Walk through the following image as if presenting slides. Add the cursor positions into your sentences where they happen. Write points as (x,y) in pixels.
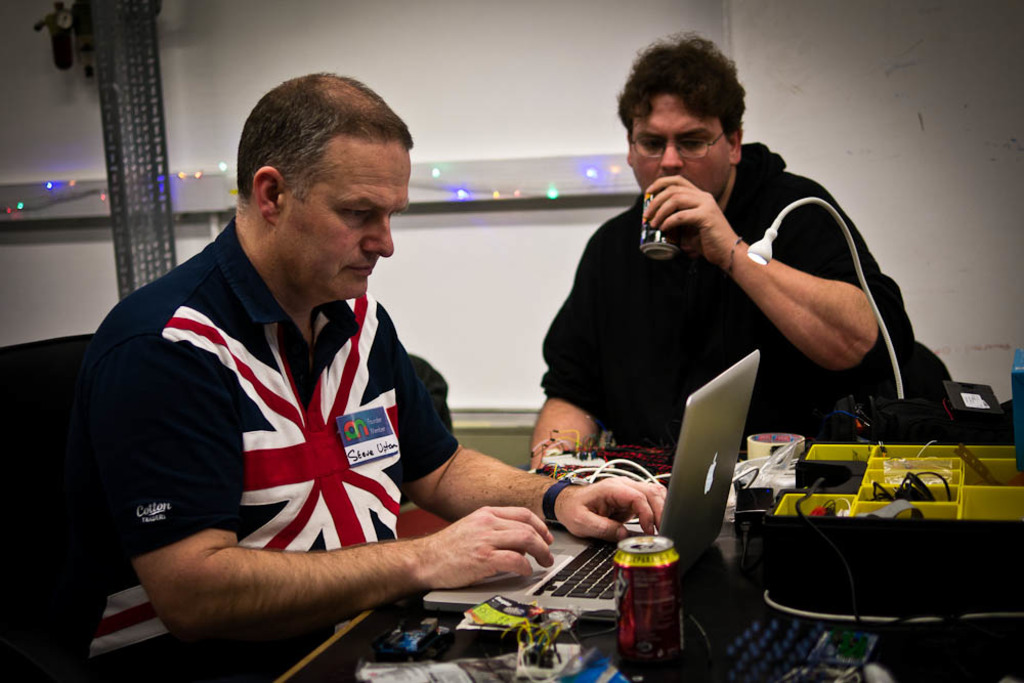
In this image there are two persons (330,481) are sitting as we can see in middle of this image (385,252), there is a table (716,615) at bottom right corner of this image (773,567) there is a laptop (676,529) and some other objects (794,511) are kept on it, and there is a wall (501,113) is in the background (513,222). There is a chair (22,510) at left side of this image (42,511) and the person (726,343) sitting at right side of this image (707,248) is holding a drink (667,247).
